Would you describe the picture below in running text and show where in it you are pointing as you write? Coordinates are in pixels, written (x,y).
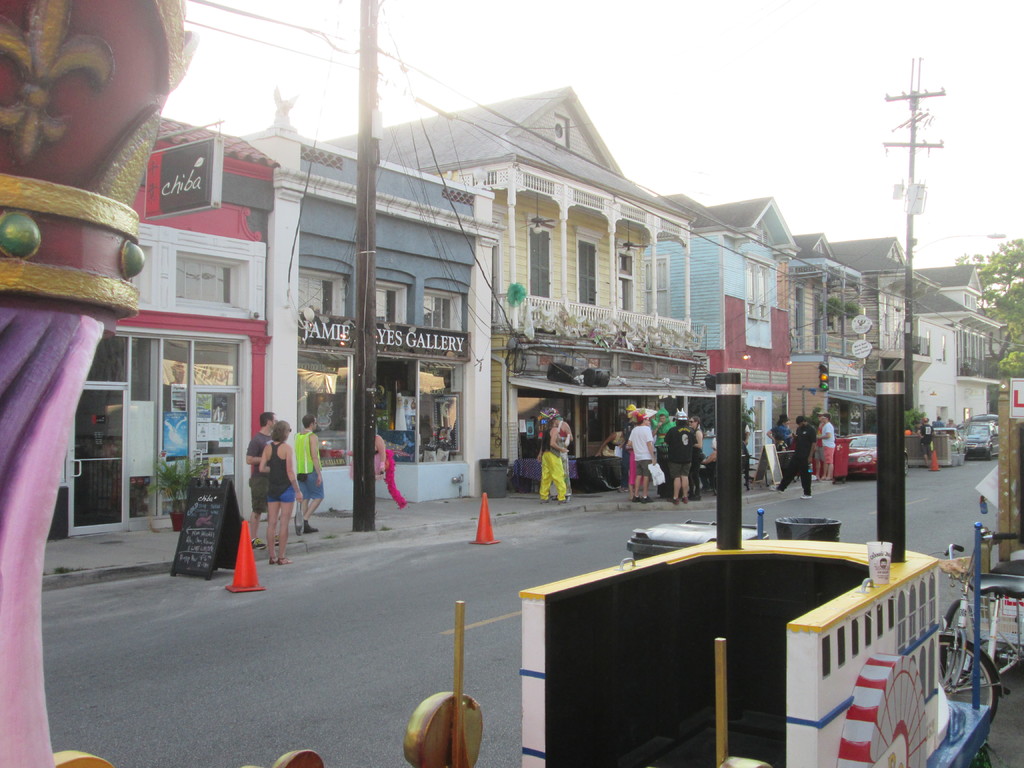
This image is taken outdoors. At the top of the image (639,89) there is a sky (829,101). On the left side of the image (39,269) there is an architecture (69,285). At the bottom of the image (758,643) there is a vehicle (834,608) on the road (997,722). In the middle of the image (678,399) there is a road (502,558) and there are a few buildings (519,392) and there are many boards (200,544) with text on them. There are two poles (906,274) with street lights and wires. There is a tree (1004,259). Many people (277,483) are walking on the sidewalk (426,503) and a few (664,448) are standing. A few cars (865,446) are parked on the road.
